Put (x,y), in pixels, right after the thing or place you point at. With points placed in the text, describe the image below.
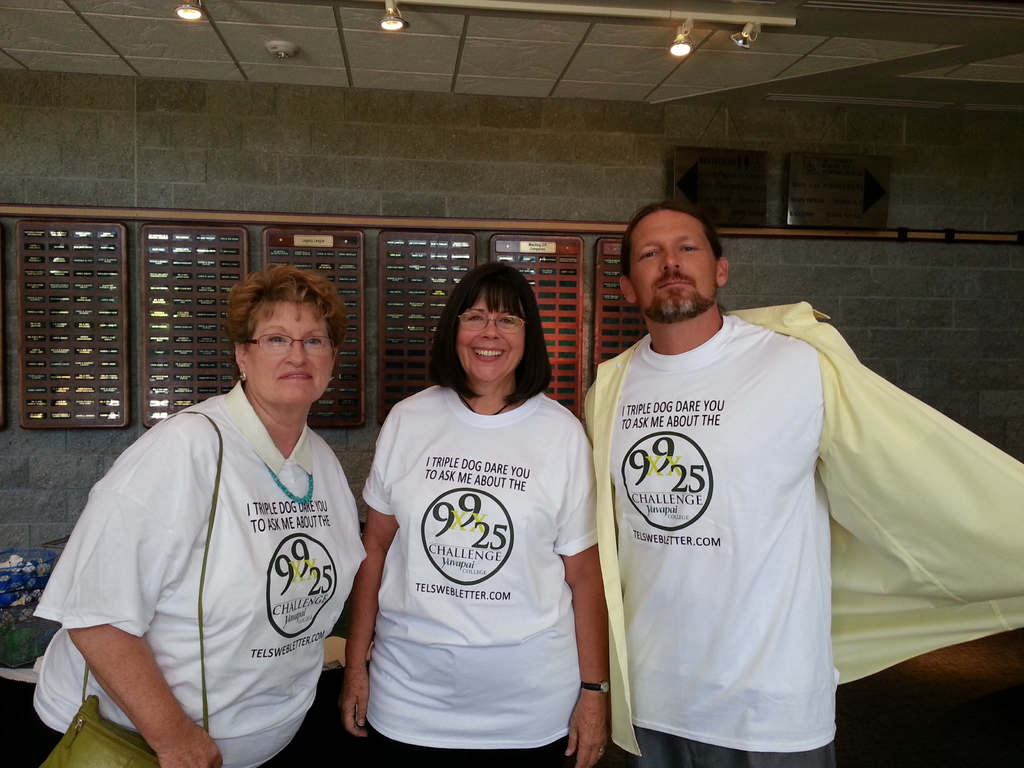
In this picture we can see three persons (700,491) are standing and smiling in the front (462,557), in the background (570,155) there is a wall (91,461), there are some boards (404,236) on the wall (525,158), we can see lights (747,33) and the ceiling (389,32) at the top of the picture (573,19).
